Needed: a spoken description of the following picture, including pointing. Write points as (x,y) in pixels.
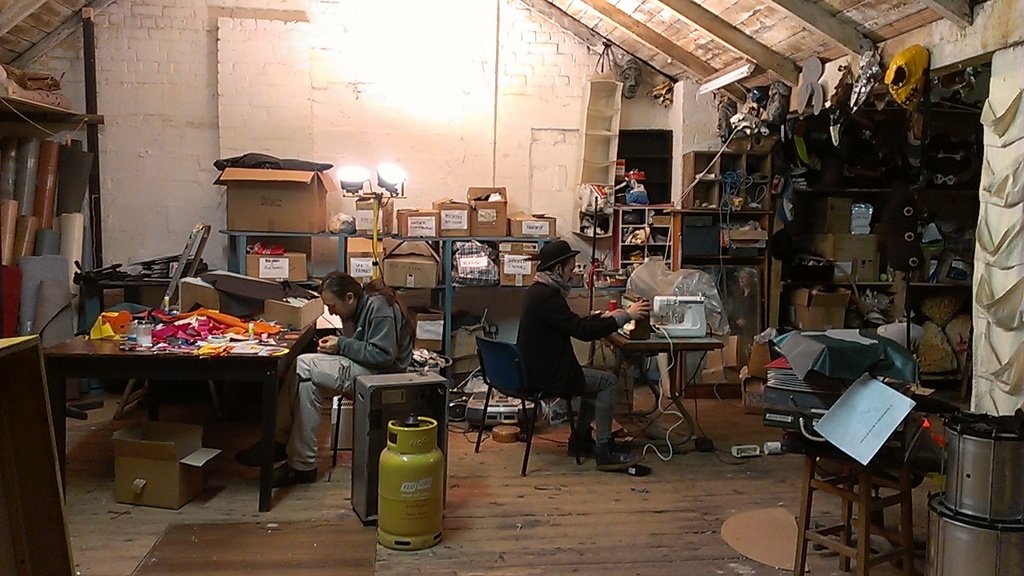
An indoor picture. This are cardboard boxes (270,216). This is light (392,193). A rack (711,164). This 2 persons (544,338) are sitting on a chair (343,402). In-front of this person (298,357) there is a table (208,367). In-front of this person (584,327) there is a table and sewing machine (663,318). This are drum (1015,514).
